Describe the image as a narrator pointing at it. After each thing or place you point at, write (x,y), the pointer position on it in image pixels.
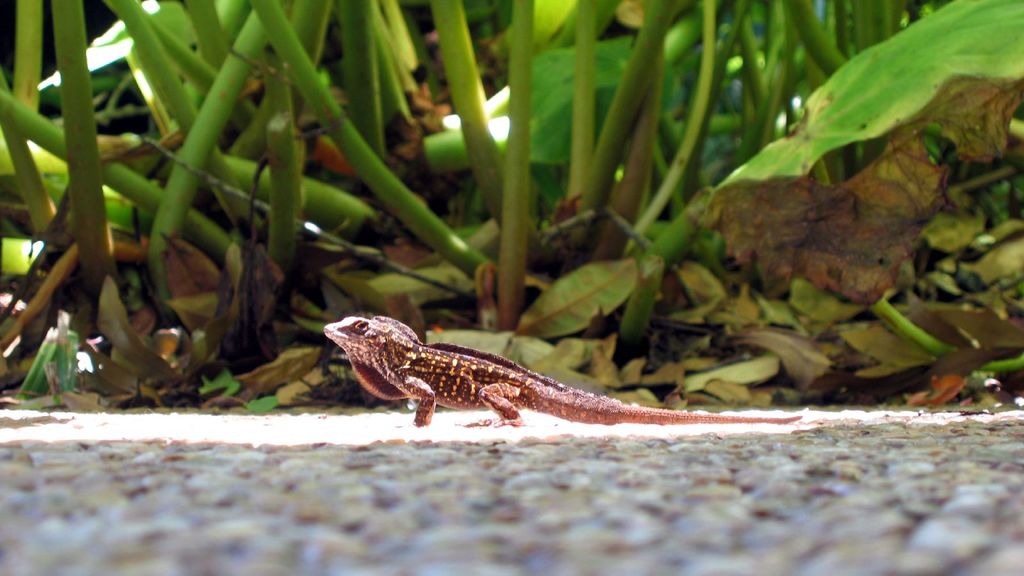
At the bottom (465,452), we see the pavement (428,452). In the middle (496,363), we see a reptile (331,321) which looks like a chameleon (499,383). In the background (456,243), we see the dry leaves (717,296), twigs (426,280) and the plants (147,109) or trees (611,181).
